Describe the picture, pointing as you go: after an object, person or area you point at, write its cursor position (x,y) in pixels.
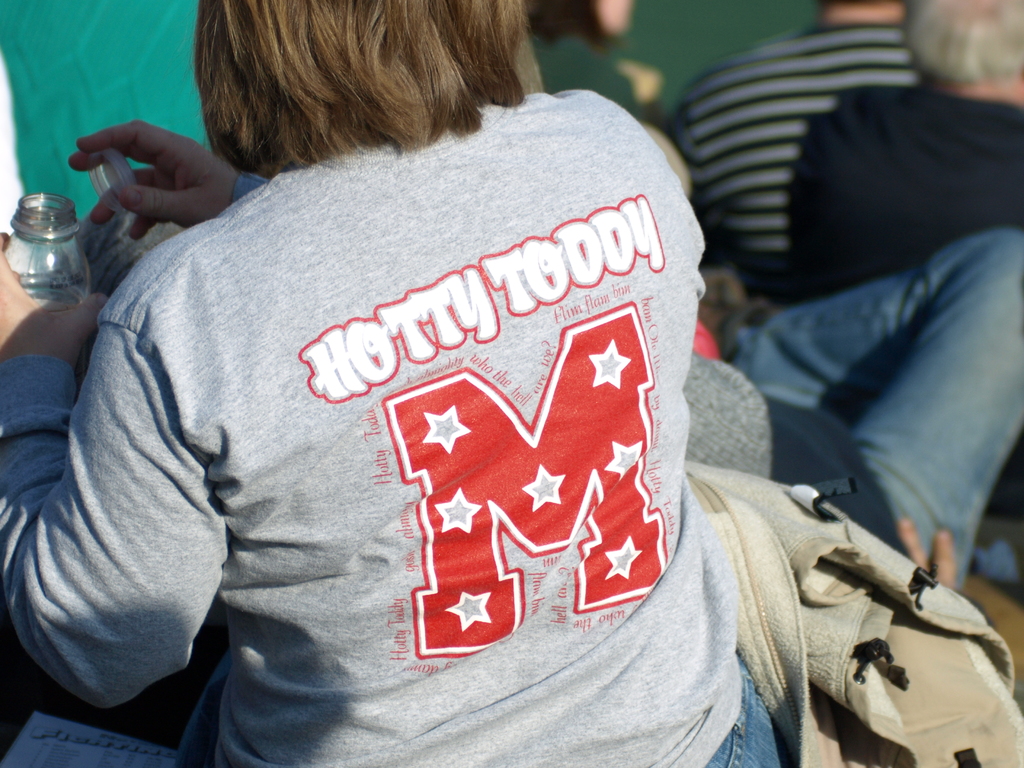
In this picture there is a woman (301,302) wearing a t shirt (319,302), sitting, holding a bottle (75,237) in her hands (160,178). There are some people (842,121) in the background (853,127).
